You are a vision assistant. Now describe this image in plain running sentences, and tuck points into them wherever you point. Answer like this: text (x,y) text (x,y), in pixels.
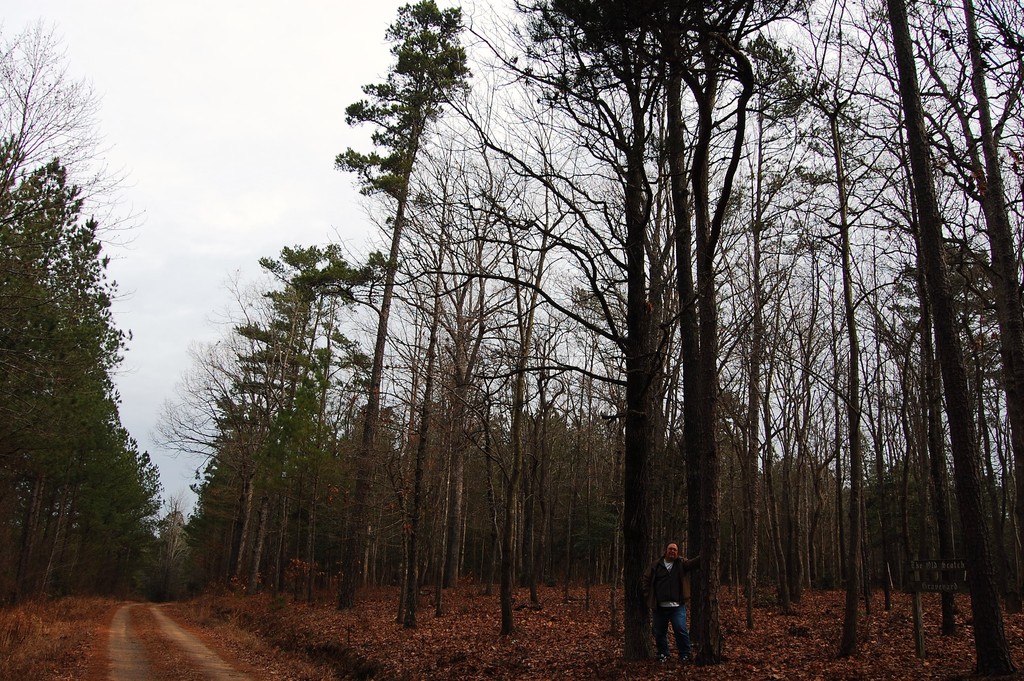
These are the trees (354,490) with branches (36,446) and leaves (31,433). I can see a person (670,581) standing. It looks like a pathway (158,627). I think these are the dried leaves (484,646) lying on the ground (764,658). This is the sky (192,149).
